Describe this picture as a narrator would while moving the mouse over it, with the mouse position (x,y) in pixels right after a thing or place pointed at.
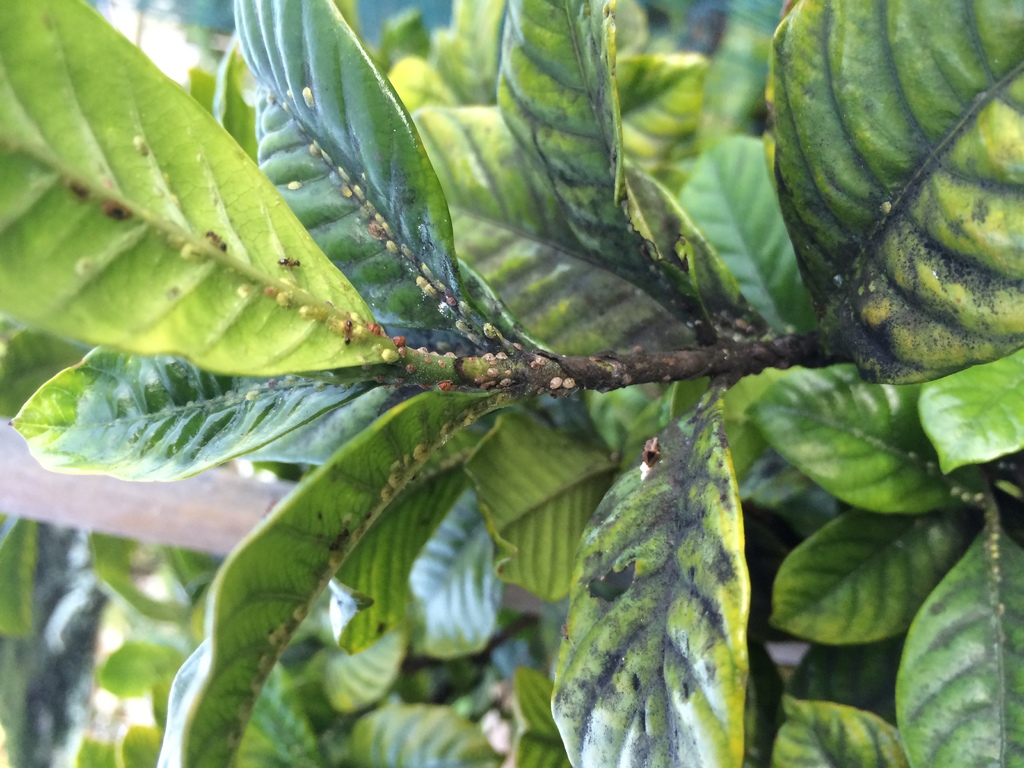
In this image, we can see some plants (377,443) and a pole (161,518).
